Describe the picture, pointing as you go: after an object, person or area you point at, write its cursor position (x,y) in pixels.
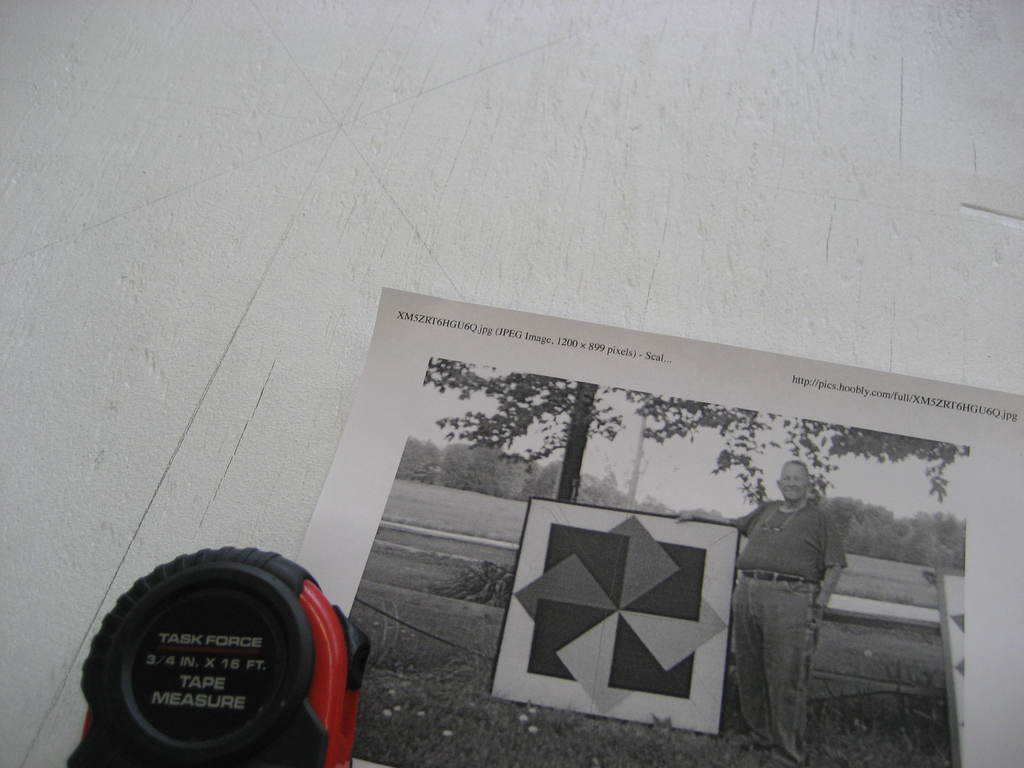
In this image we can see a poster (861,457) with some text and a picture (364,712) and in the picture (766,748) we can see a person (808,618) holding a board (733,554) and there are some trees (853,539) and grass (570,714) on the ground (870,708). We can see an object (347,737) and there is some text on it and these are placed on a white surface (241,526) which looks like a table (781,228).
